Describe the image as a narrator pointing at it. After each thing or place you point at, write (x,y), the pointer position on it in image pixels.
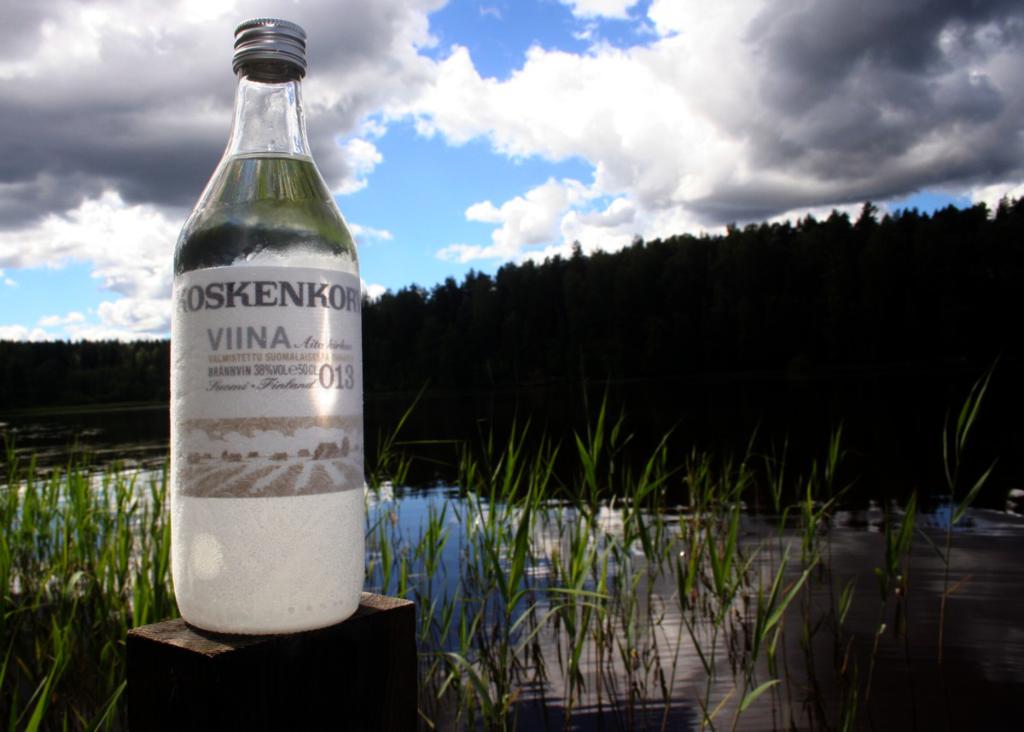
Bottle (276,428), in the back these are plants (523,506) and water (850,576), in the background (500,120) there is sky (491,138).
